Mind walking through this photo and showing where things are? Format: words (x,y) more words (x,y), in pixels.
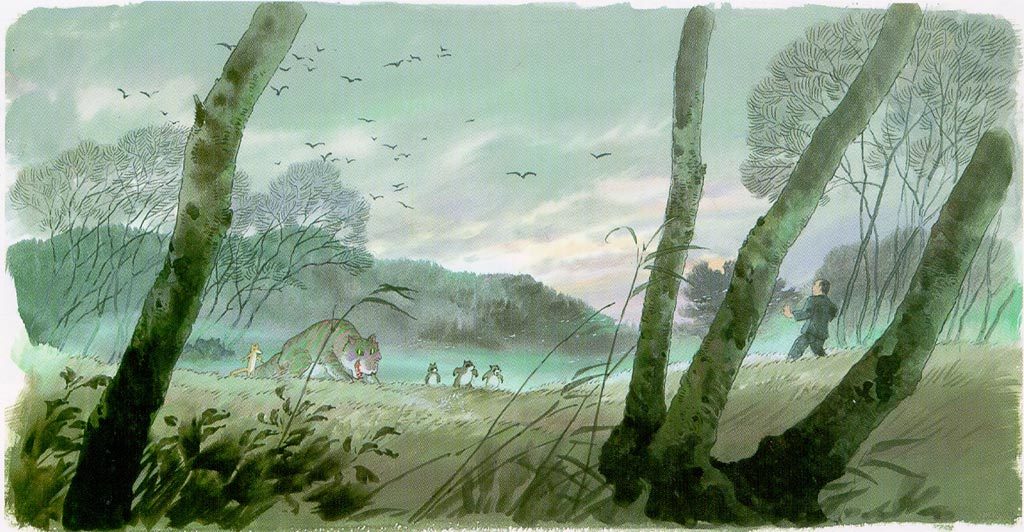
In this image we can see painting (464,261). There are trees (203,171). On the left side (328,353) there are animals (432,370). On the right side (807,315) there is a person (809,331). And there are many birds (603,155) flying. In the background (513,141) there is sky (481,194).
